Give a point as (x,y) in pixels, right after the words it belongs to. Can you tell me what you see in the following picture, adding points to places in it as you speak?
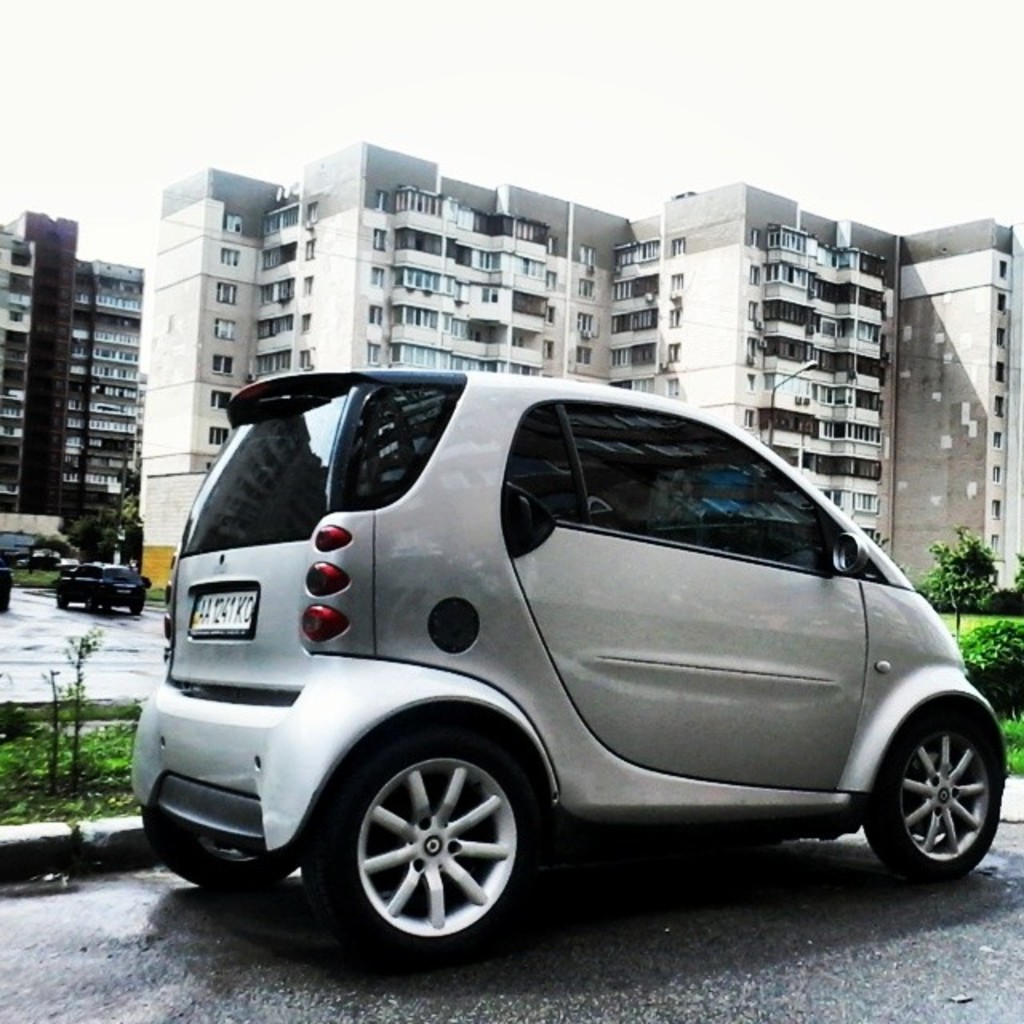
There is a gray color vehicle (803,534) on the road (659,913). In the background (112,575), there is a vehicle (99,575) on the road (50,652), there are buildings (187,337) which are having glass windows (126,355), there are plants (968,548), there is grass (964,622) and there is sky (575,72).
